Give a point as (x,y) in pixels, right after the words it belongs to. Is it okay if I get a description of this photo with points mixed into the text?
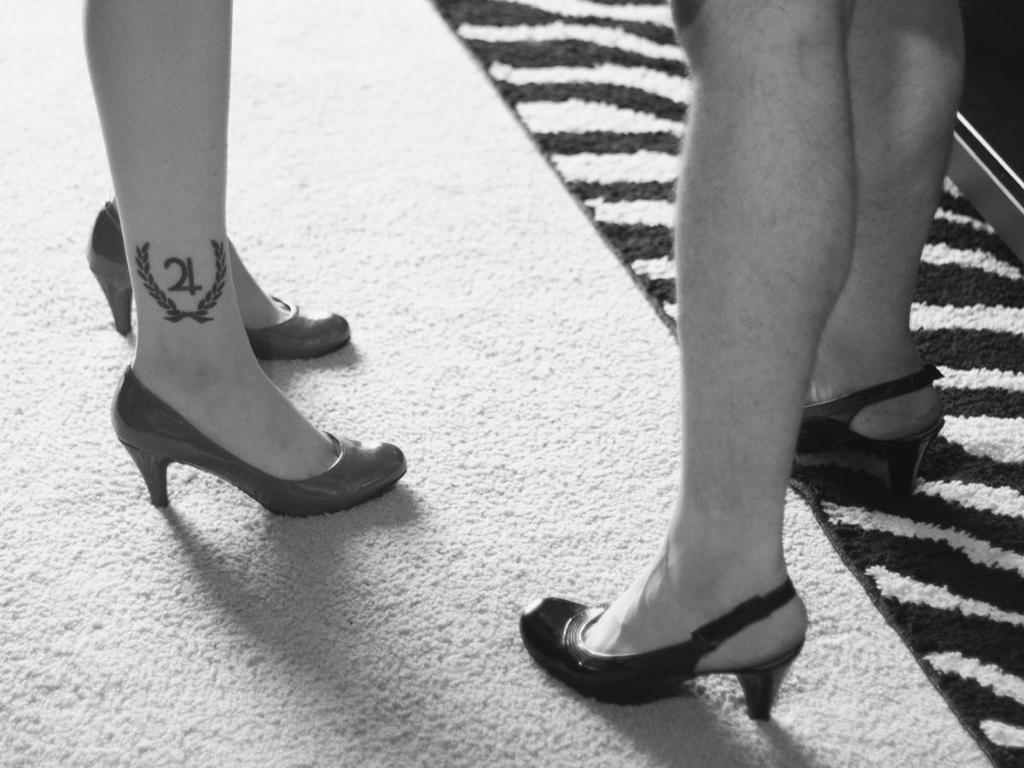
In this picture I can see couple of women (885,241) standing, I can see their legs (755,163) and I can see a carpet (579,285) on the floor (24,651) and a tattoo (191,284) on one of the woman leg (179,243).
